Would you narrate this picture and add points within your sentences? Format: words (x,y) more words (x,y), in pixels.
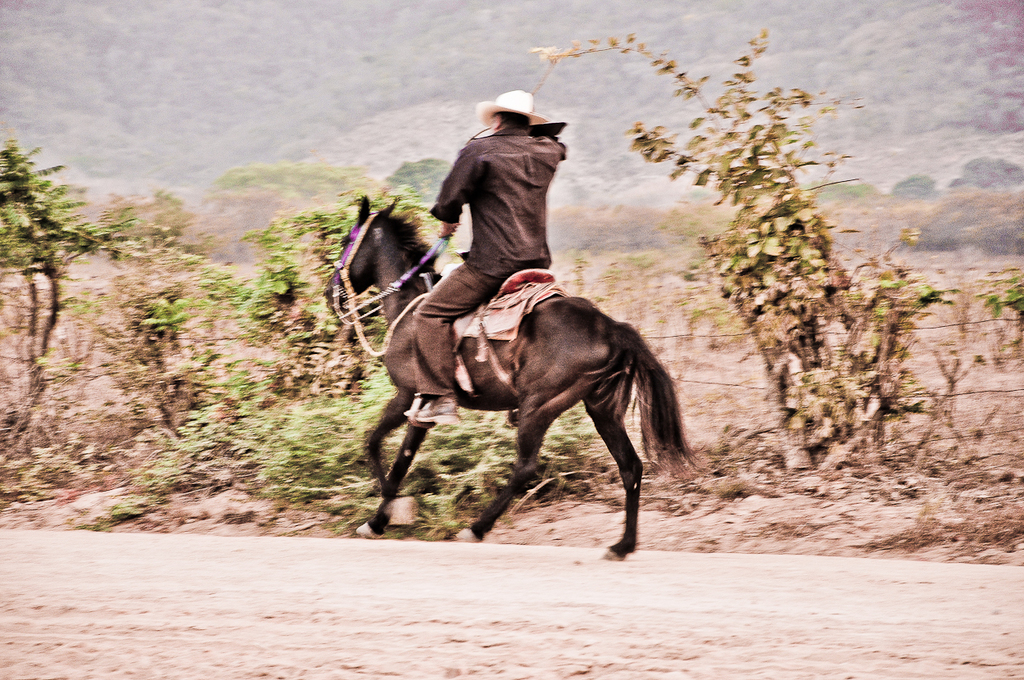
There is a man (454,278) on a horse (404,348) in the center of the image (455,294) and greenery (123,218) in the background area (564,263), It seems like mountains (520,76) at the top side (502,54).
